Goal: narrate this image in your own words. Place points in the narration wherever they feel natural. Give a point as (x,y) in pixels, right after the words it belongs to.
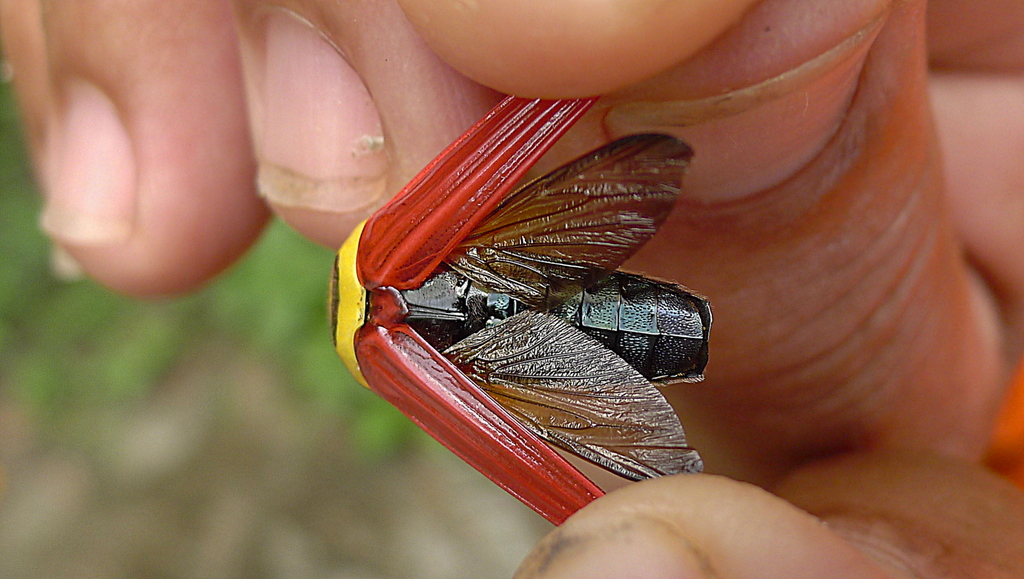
In this image I can see a person (200,206) holding an insect (381,380) and the insect (631,296) is in brown, black, red and yellow color.
